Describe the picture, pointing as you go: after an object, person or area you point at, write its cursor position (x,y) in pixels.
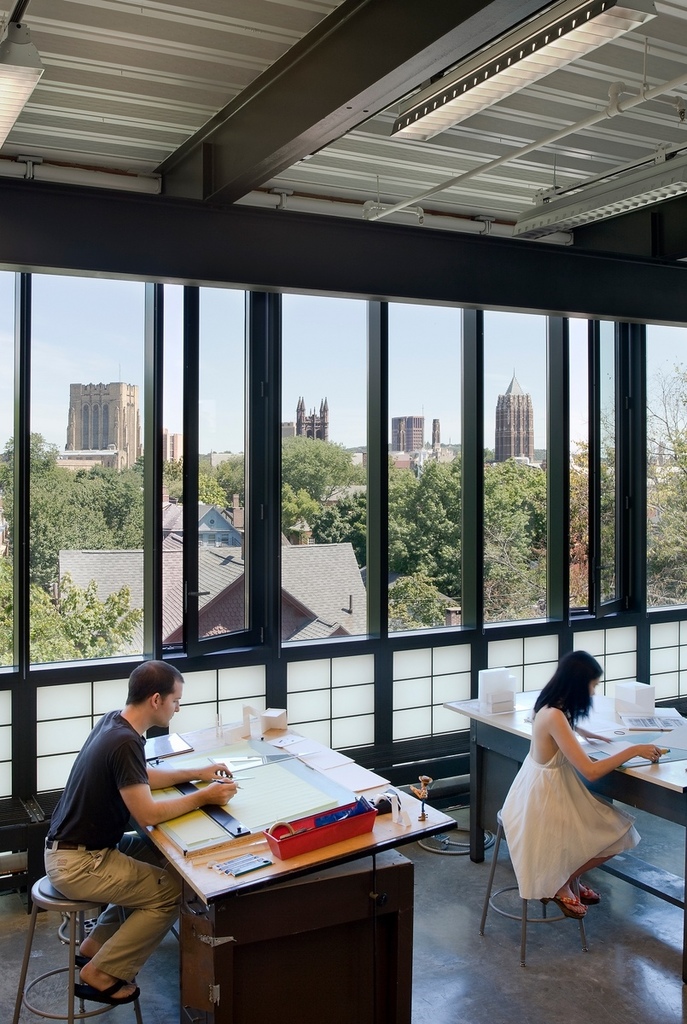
These two persons (544,817) are sitting on chairs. On table (619,777) there are papers (645,724), container (302,844) and things (623,732). From this window (400,580) we can able to see buildings (234,577) and trees (238,471). On top (517,57) there is a light (502,96). This woman (567,768) wore white dress (542,820). This man (168,818) wore t-shirt (108,818).
